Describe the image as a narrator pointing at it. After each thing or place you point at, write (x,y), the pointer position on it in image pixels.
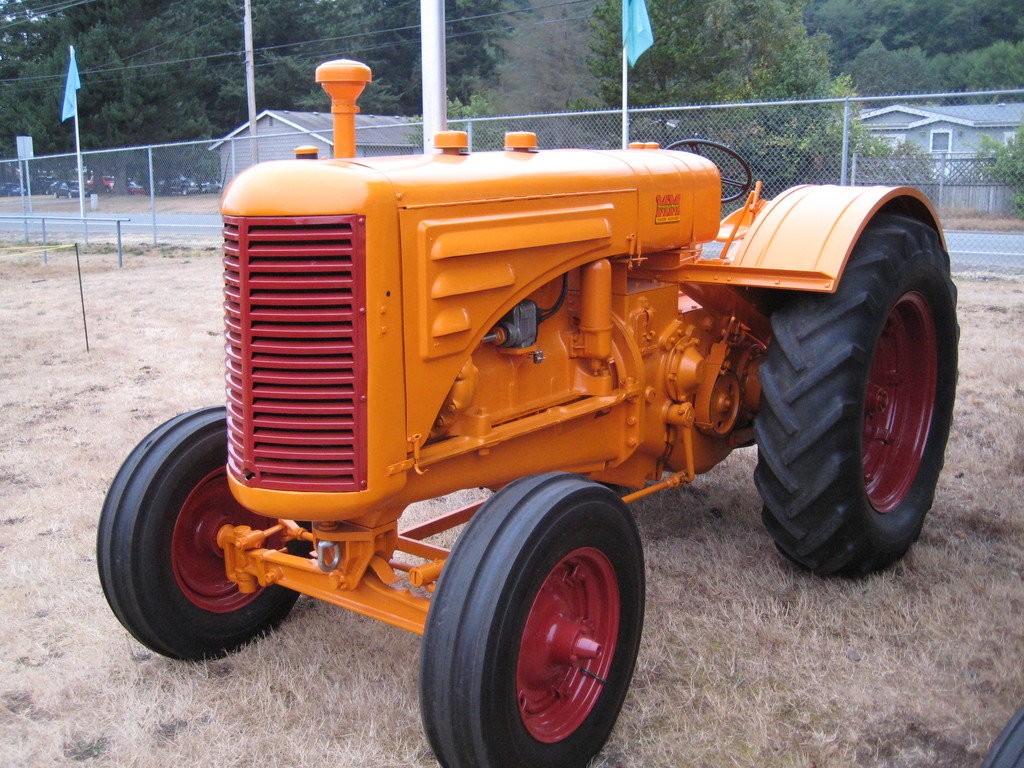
Here I can see a tractor (429,316) on the ground (782,627) which is facing towards the left side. At the back of it I can see the net (837,146) and two flags (629,50). In the background (701,50) there are some houses (931,134) and trees (714,27). On the left side (109,188) I can see few cars (138,188) on the road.
